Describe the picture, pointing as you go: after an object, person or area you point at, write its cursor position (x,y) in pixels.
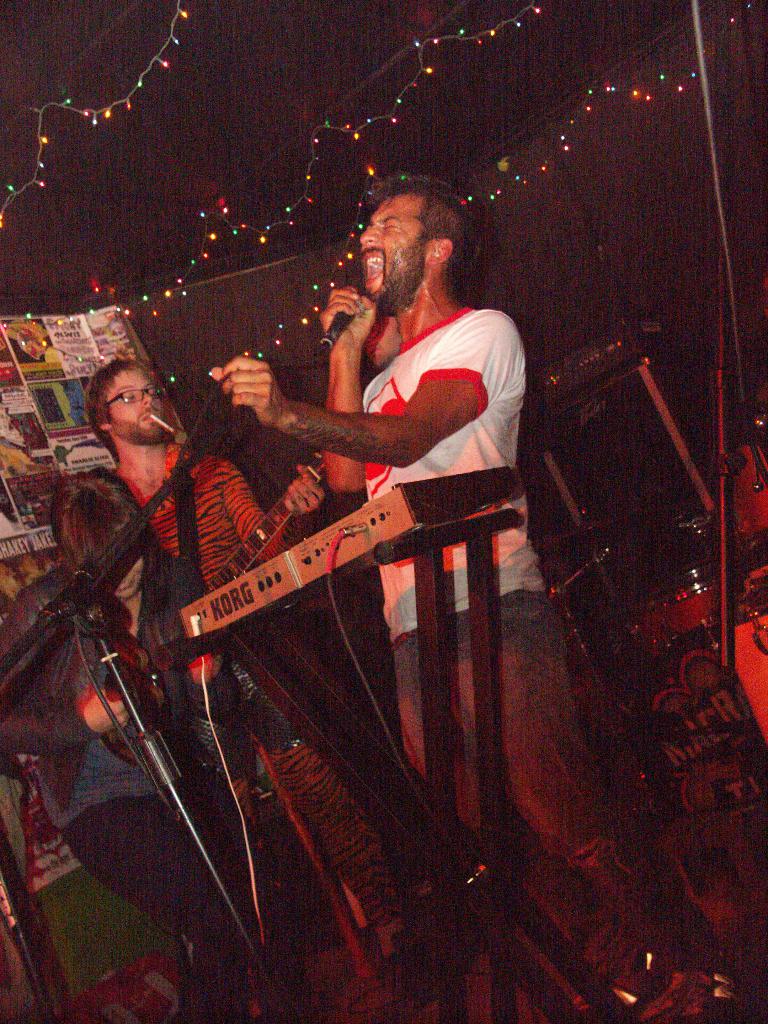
There are three people (180,541) standing. One man (413,390) is singing the song on the mike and the other man (172,458) is playing the guitar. This is the mike stand (88,598). This is the piano (314,577). At background (665,465) I can see lights (647,95) hanging and these are some electronic devices (621,362) placed on the speaker (624,487).
